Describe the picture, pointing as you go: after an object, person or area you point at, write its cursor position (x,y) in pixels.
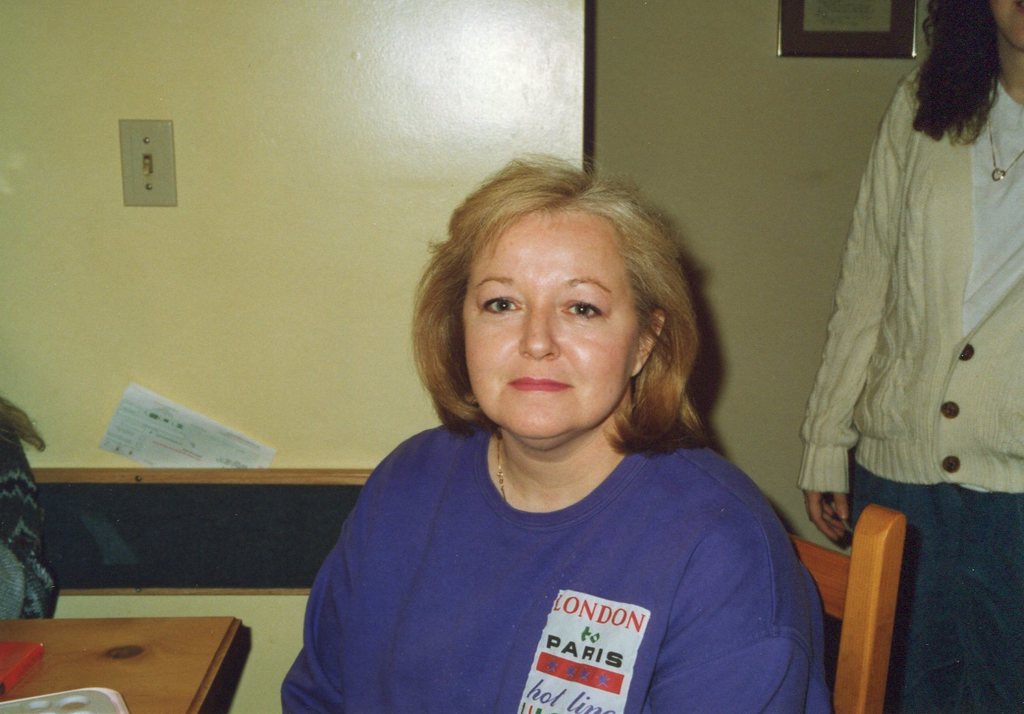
In this picture we can see women (636,466) wore blue color T-Shirt (494,549), she is smiling and at back of her we can see other woman (1011,260) standing and in the background (665,114) we can see wall (720,58), frame (829,46), paper (202,453), table (173,638) and on table (103,672) we can see book (2,668).
